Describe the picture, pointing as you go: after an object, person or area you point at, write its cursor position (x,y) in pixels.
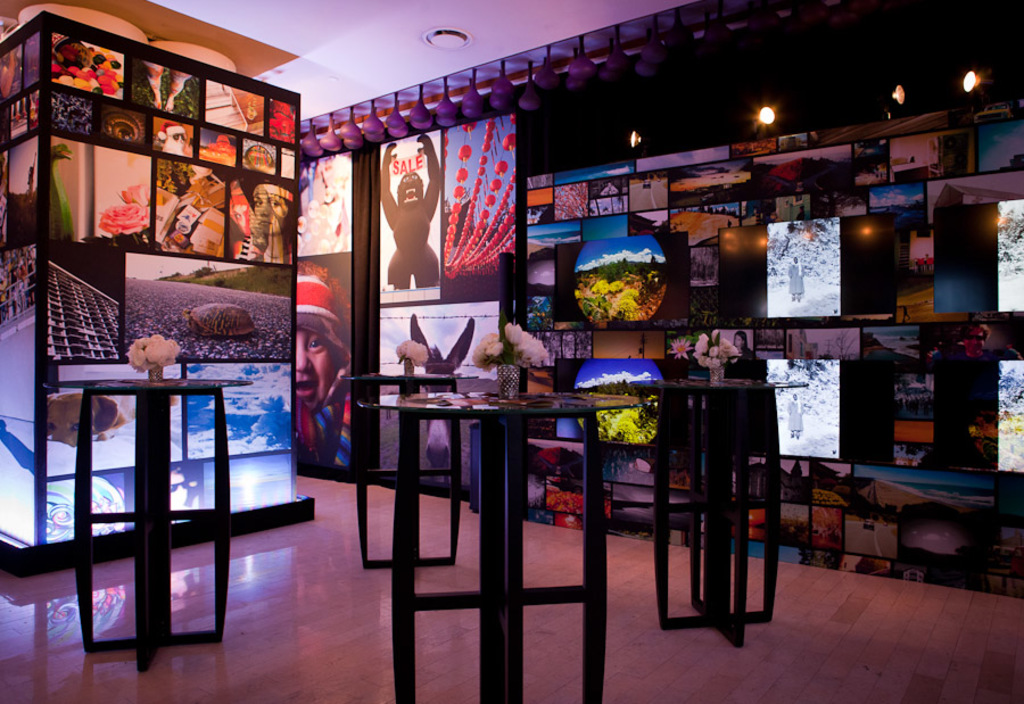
In this picture I can see the floor (378,579) in front (225,655), on which there are few tables (360,488) and I see flowers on it. In the background (165,307) I can see the walls (514,255), on which there are many photo frames (741,260) and on the right side of this picture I can see the lights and I can see the ceiling (240,11).
